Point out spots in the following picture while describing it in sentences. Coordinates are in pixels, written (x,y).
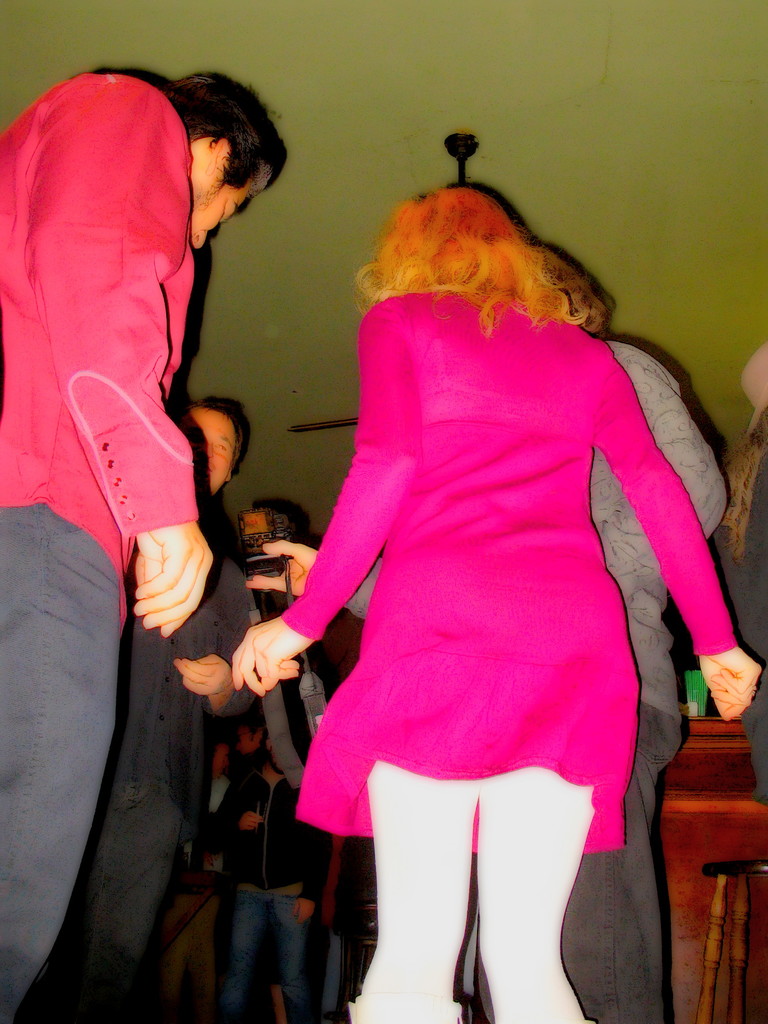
In this image we can see a few people (407,489), one of them is holding a camera (252,514), there is a glass (694,679) on the table (681,823), there is a chair (709,943), also we can see a ceiling fan (450,149).
